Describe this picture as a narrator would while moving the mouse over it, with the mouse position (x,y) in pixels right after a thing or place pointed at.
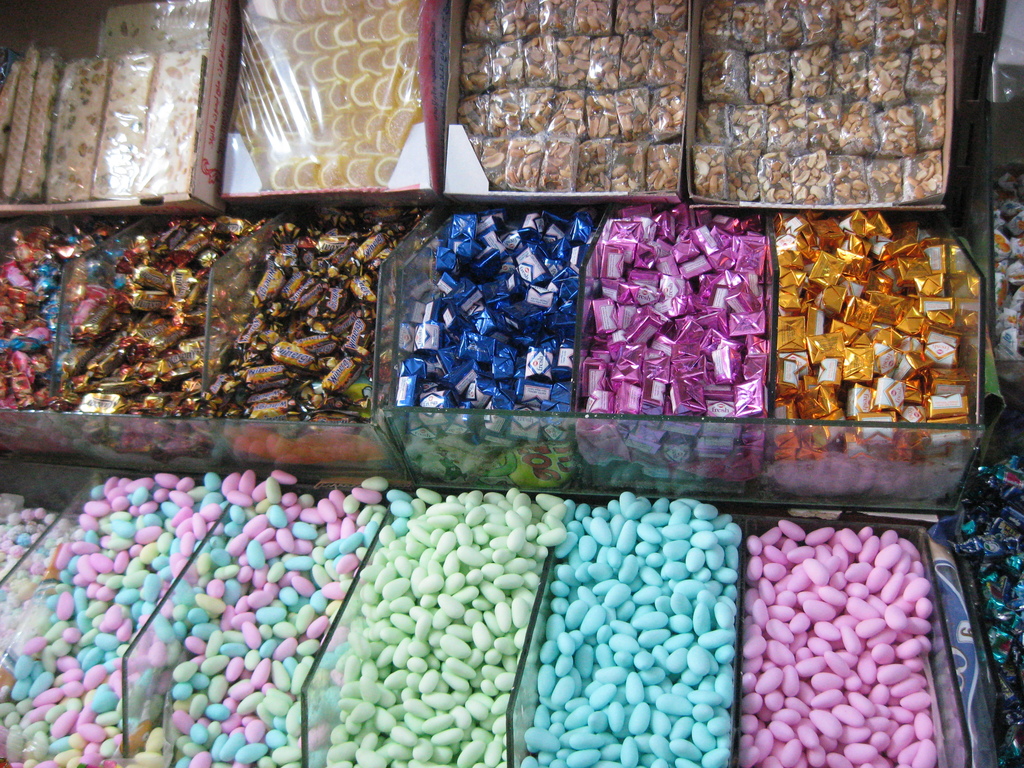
In the foreground of this image (569,587), there are candies (506,293) in the glass object (300,424).
